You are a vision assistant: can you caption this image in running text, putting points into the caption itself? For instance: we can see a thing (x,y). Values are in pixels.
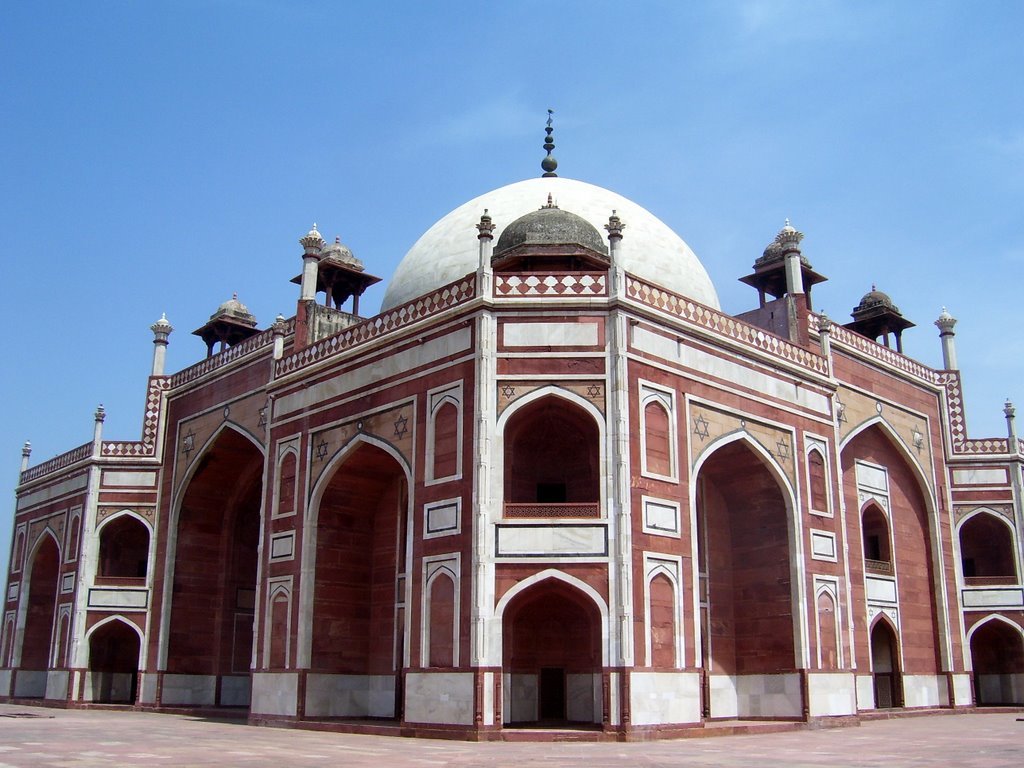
In this picture there is a brown and white color old mosque (509,391) with dome (667,258). On the top (425,91) there is a blue sky (567,110).
